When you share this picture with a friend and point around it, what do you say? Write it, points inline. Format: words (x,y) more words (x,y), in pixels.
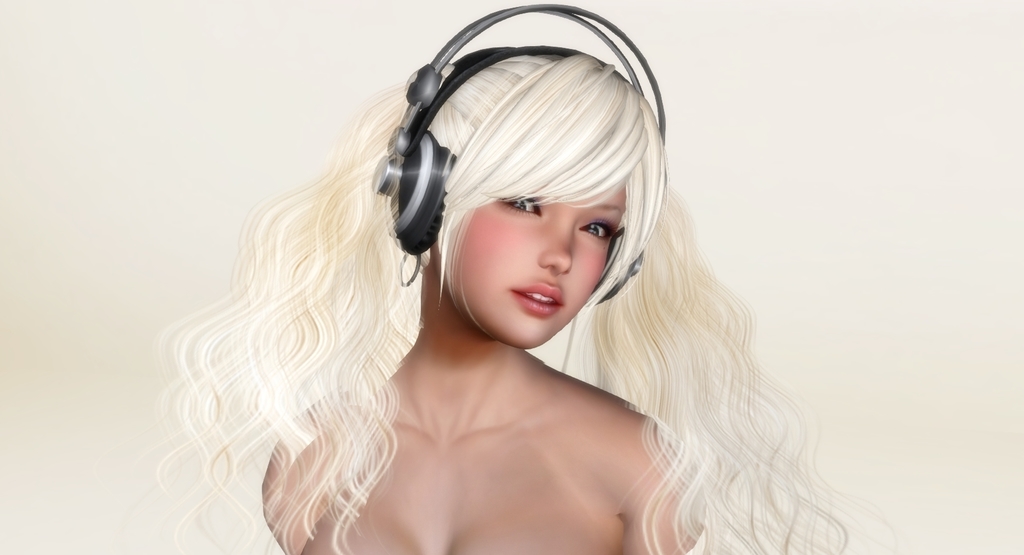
In this picture we can see an animated woman (217,351) with the headset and behind the woman (355,338) there is a white background (821,246).
